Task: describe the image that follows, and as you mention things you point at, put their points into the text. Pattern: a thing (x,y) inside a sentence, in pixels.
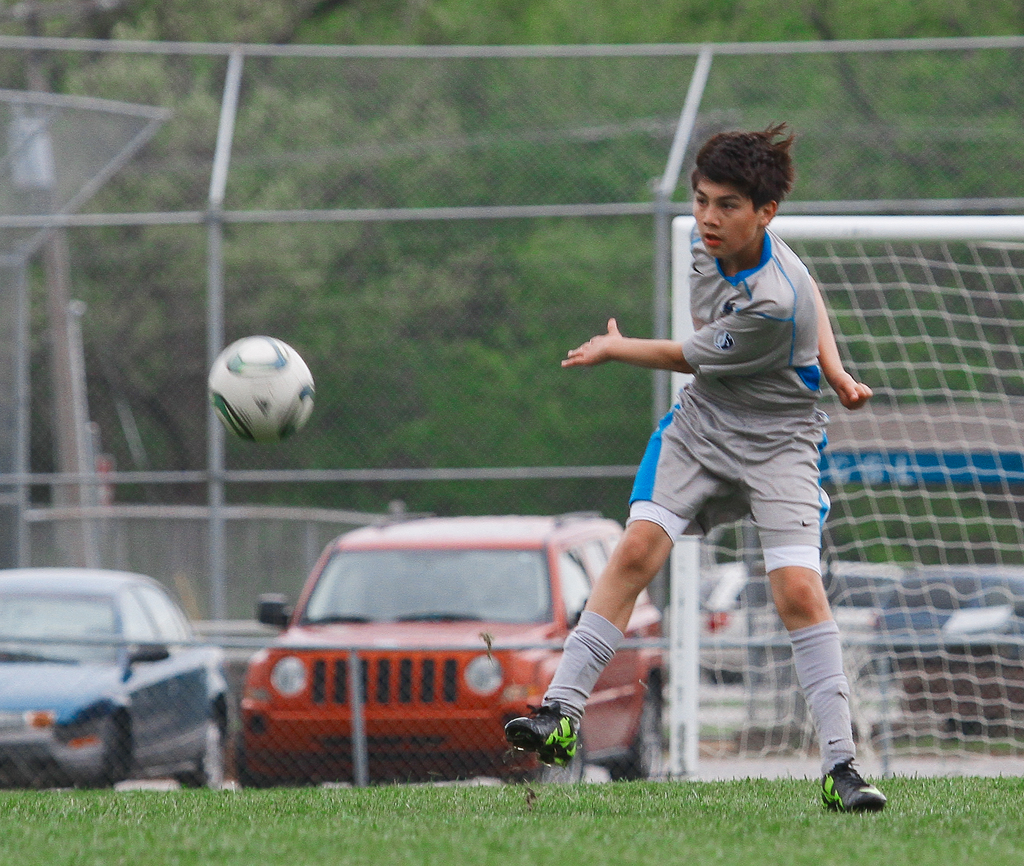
In the foreground of the picture (791,333) we can see a person (753,350), ball (257,401) and grass (865,848). In the middle (514,553) there are vehicles (500,570), goal post (904,280) and fencing (23,43). In the background (454,74) there is greenery (435,314).
